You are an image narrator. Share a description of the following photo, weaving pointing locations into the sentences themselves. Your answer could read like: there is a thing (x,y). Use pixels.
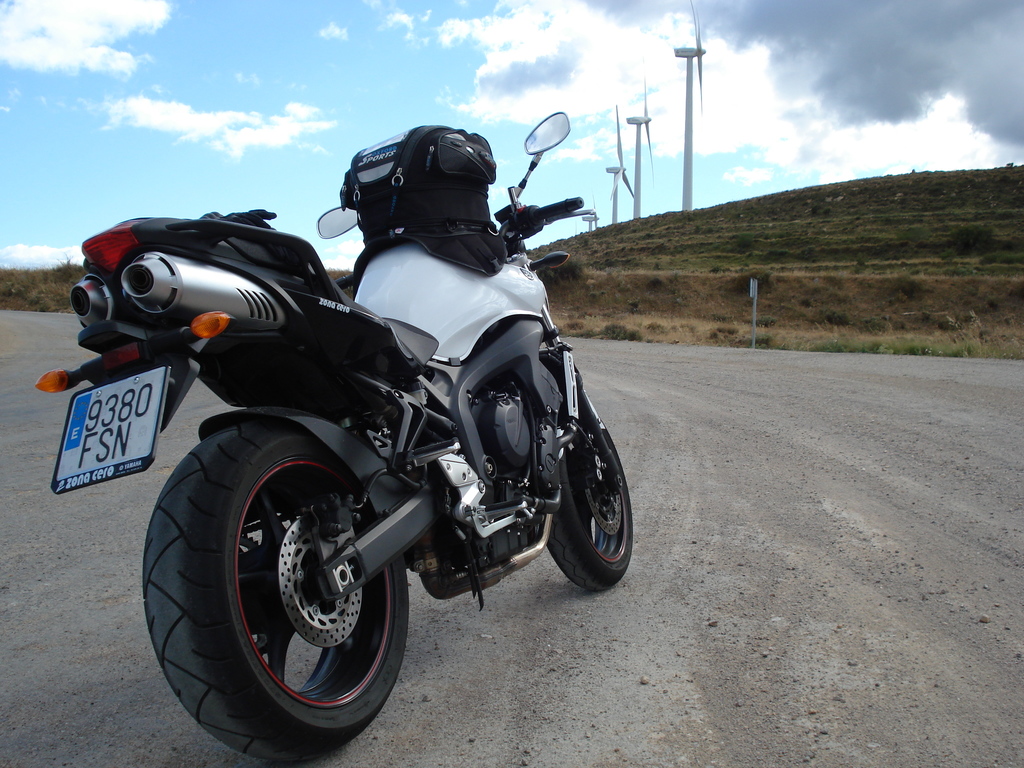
In this picture we can see a motorbike (541,424) on the road (710,456) and in the background (626,300) we can see plants (556,271), windmills (687,133) and the sky (422,102) with clouds (408,24).
